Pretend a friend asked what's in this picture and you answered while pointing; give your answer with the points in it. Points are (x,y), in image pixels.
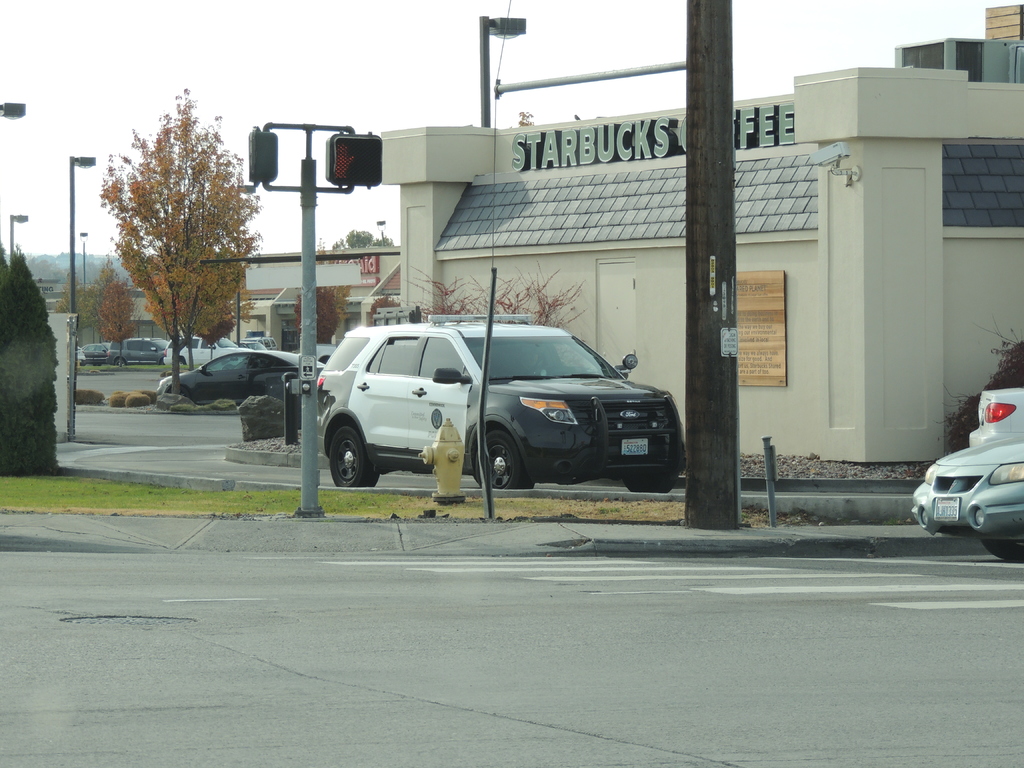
In this image there are a few vehicles (504,319) on the road (366,667), few buildings (253,288), streetlights (238,282) and a board (306,358) attached to one of the poles (313,391), a fire hydrant (436,461), few trees (220,287), grass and the sky (240,77).
